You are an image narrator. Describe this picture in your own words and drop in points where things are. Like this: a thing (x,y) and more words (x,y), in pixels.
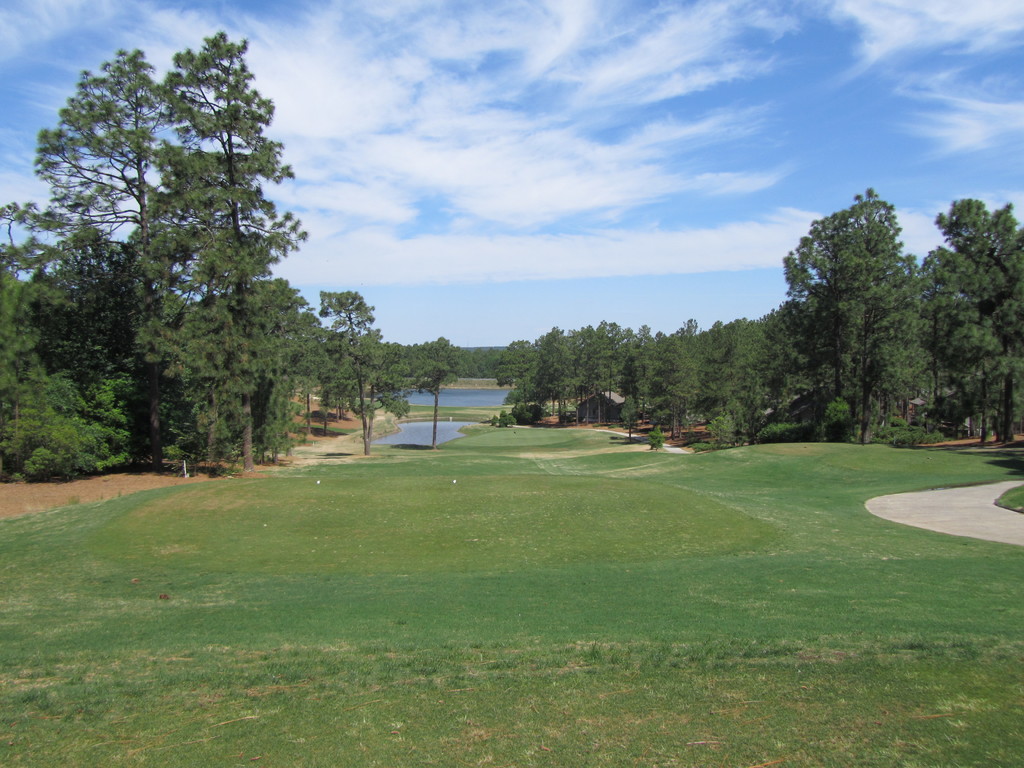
In this picture we can see many trees (296,376). In the center (408,437) we can see the water (439,433). At the bottom (372,693) we can see the green grass (621,581). At the top (567,117) we can see sky (596,175) and clouds (551,157).
